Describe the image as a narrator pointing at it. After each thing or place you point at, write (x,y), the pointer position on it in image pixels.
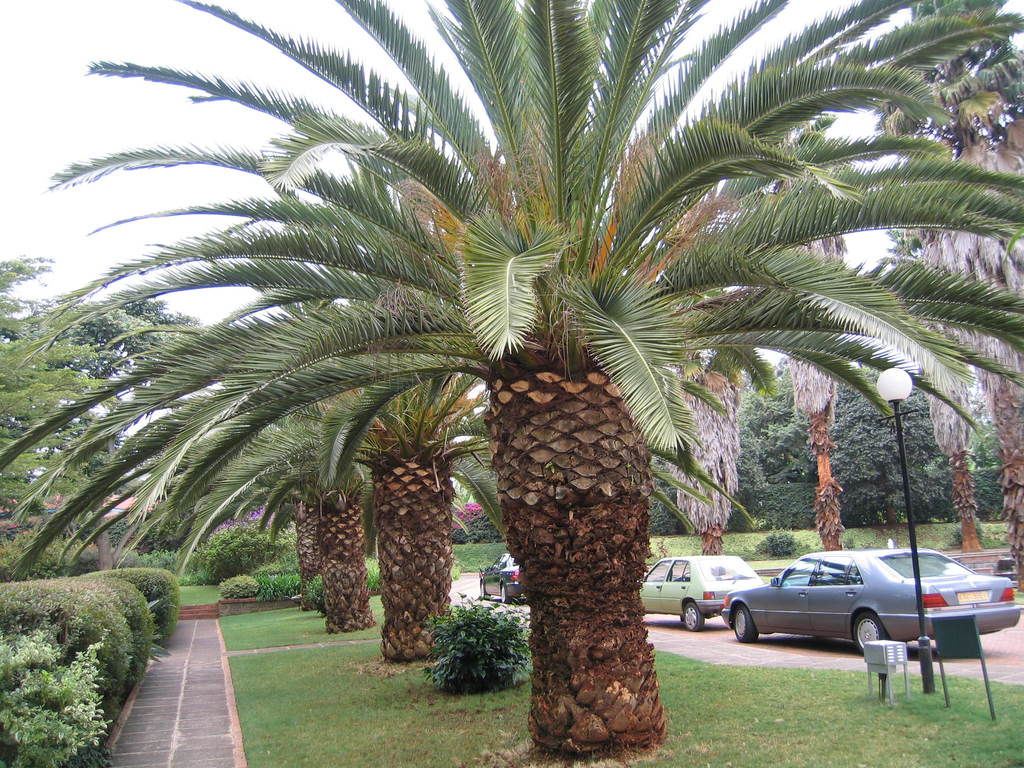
On the left side (12,686), there are plants (123,596). Beside these plants (123,596), there is a footpath (195,711). In the middle of this image (545,364), there are trees (223,358), plants (279,540) and grass (906,735) on the ground (478,729). On the right side (693,615), there is a light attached to a pole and there are vehicles (864,588) on a road (992,642). In the background (14,359), there are trees (1019,479), plants (138,557) and grass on the ground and there is sky (250,144).
